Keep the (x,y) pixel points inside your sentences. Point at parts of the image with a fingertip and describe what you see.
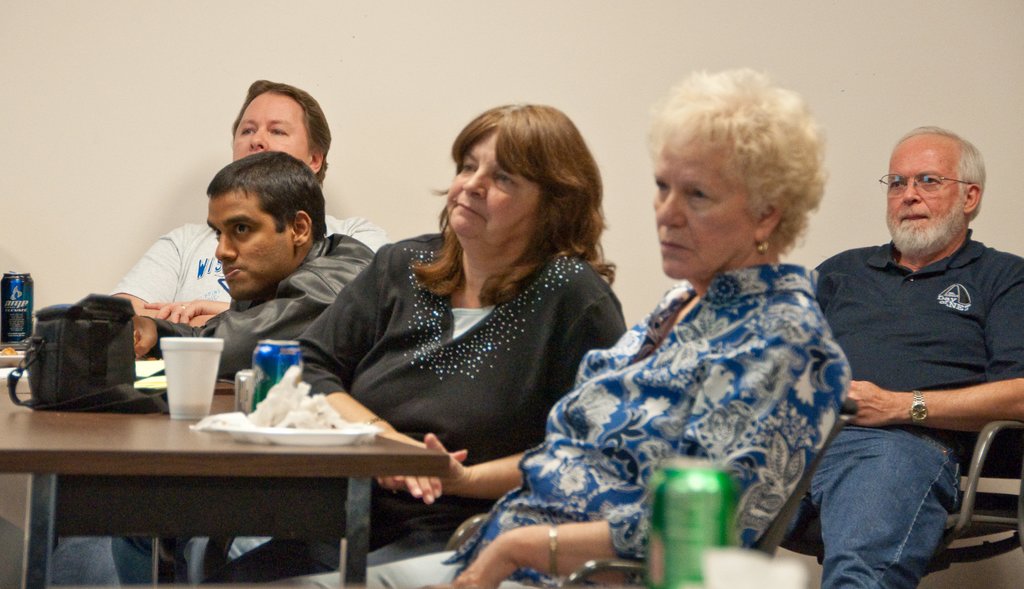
There are some people (406,283) sitting in the chairs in front of the table (201,447) on which plates (345,424), cups (177,359), tins (296,355), bags (109,360) were placed. In the background (119,144) there is a wall (294,76).
